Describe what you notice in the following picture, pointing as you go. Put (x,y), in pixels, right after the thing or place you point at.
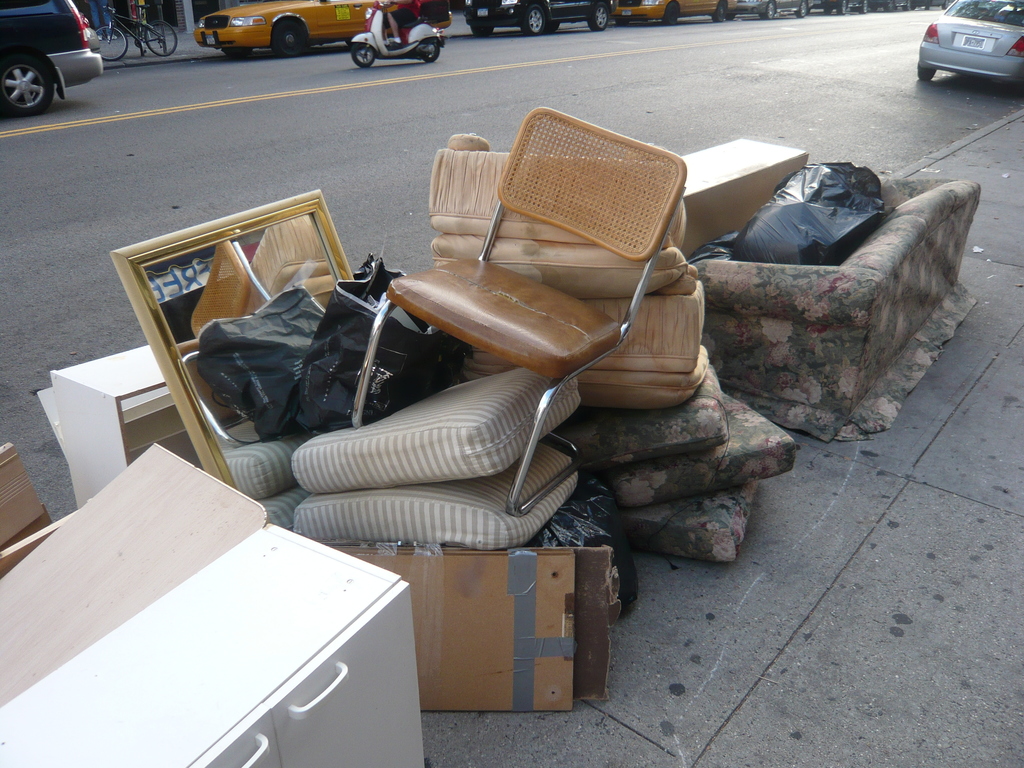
on the road (99,97) there are chair (519,326), mirror (331,288), bag (336,390), cushions (471,540), white cupboard (329,605), black cover (775,210) and sofa (837,282). behind them on the road (600,75) there are vehicles (369,52).
